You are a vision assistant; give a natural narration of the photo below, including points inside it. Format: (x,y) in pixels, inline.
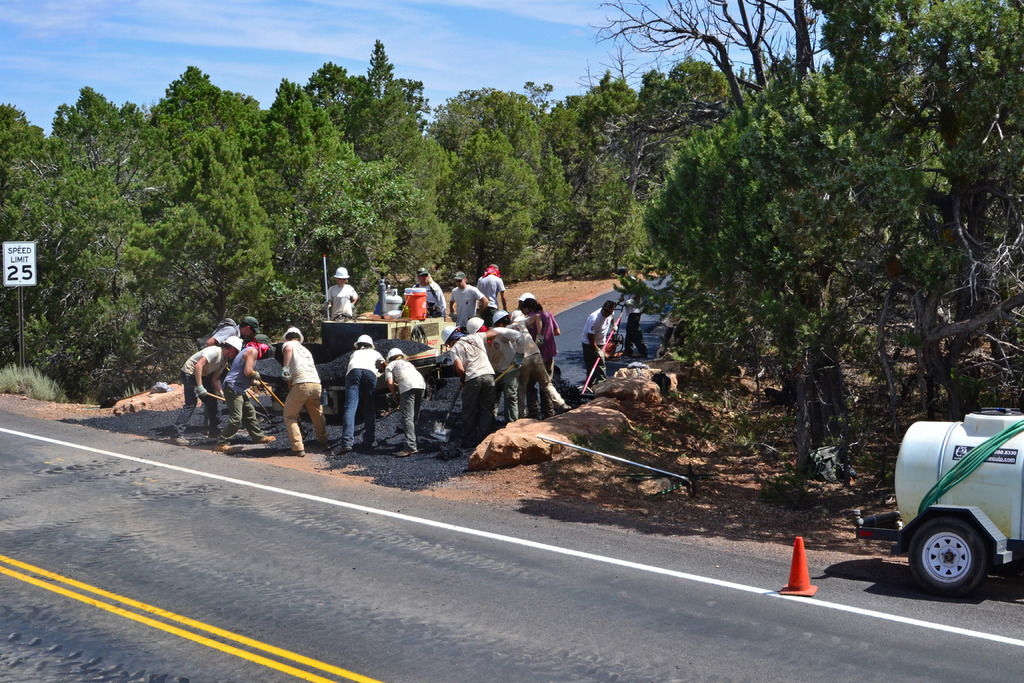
Sky (284,21) is cloudy. Here we can see a group of people (482,406). Few people (436,287) are holding objects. Beside these people (536,329) there are trees (822,229). Right side of the image (948,550) we can see vehicle (916,531) and traffic cone (796,566). Left side of the image (10,261) there is a signboard (35,259).
